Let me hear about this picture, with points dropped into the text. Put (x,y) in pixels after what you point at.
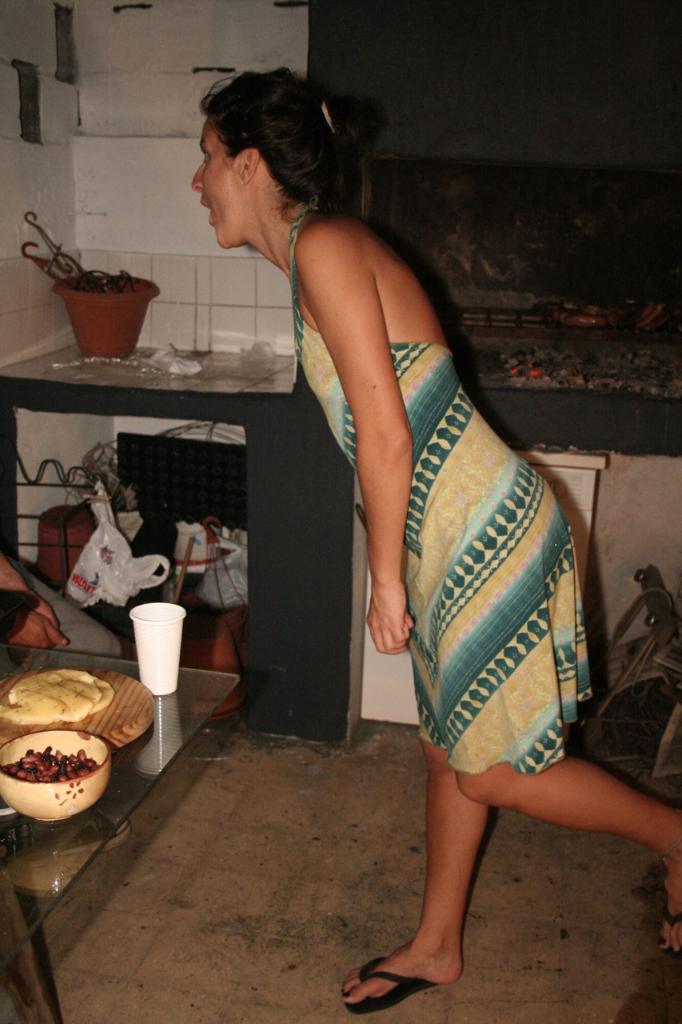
In this image we can see a woman (479,608) wearing a dress (483,752) is standing on the ground (529,933). To the left side of the image (45,626) we can see a person (31,622), group of bowls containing food (94,695) and glass (171,688) placed on the table (108,837). In the background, we can see a pot (104,316) placed on the countertop (335,698) and some objects (232,591) is placed on the table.
